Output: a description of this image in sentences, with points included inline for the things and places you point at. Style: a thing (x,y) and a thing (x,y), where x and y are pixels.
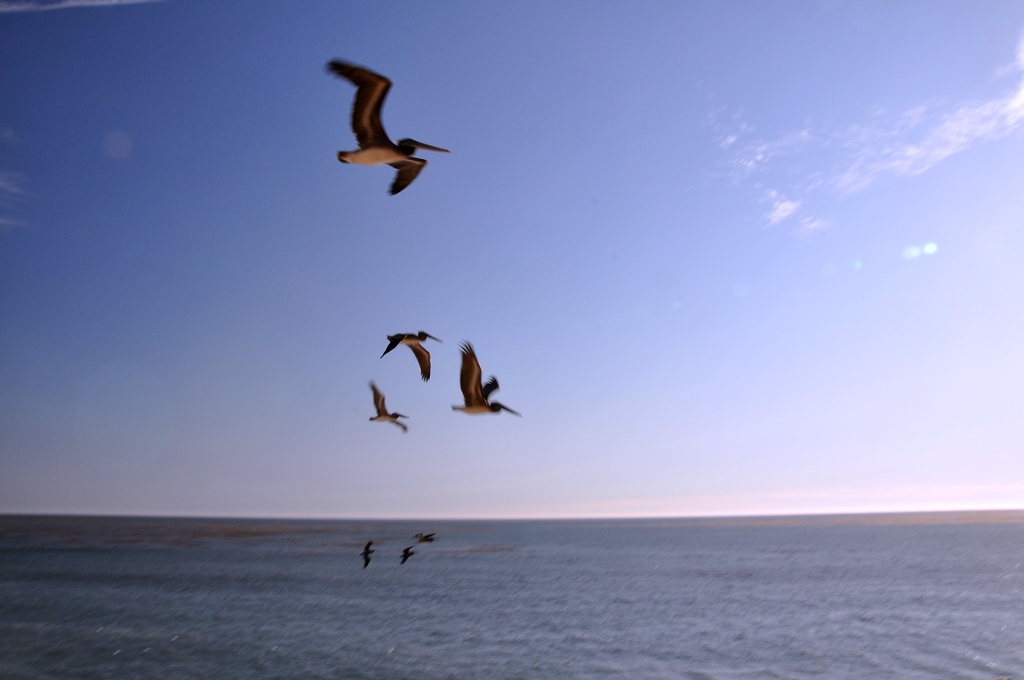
In this picture we can see a few birds (398,152) flying in the air (290,365). We can see the water (454,581) and the sky (747,226).
